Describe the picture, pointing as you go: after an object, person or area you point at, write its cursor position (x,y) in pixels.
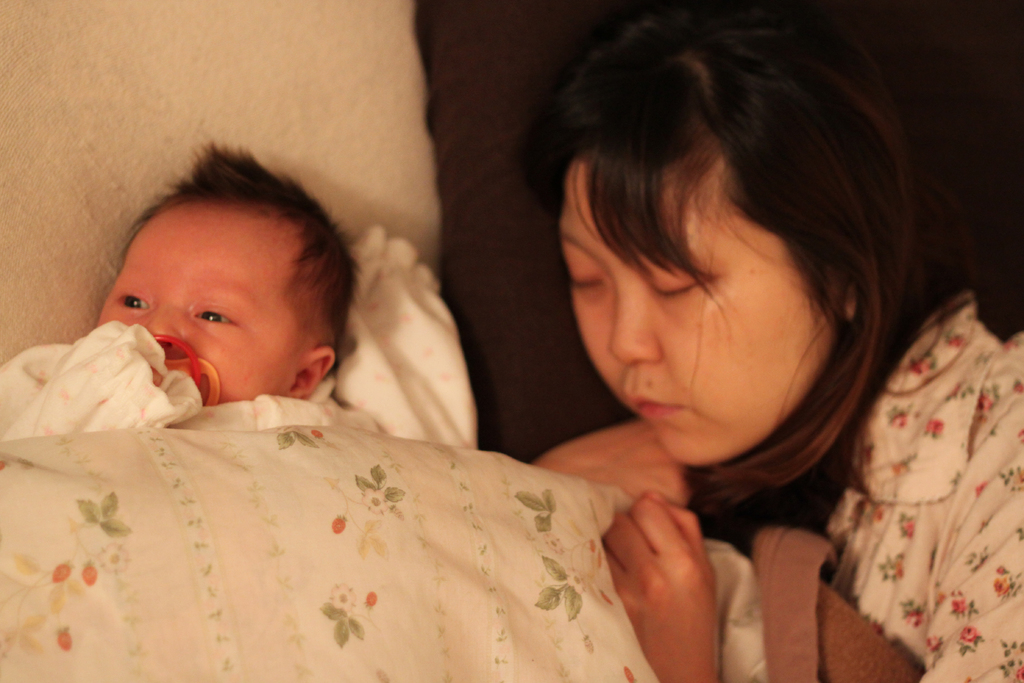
In this picture there is a woman (1000,398) who is lying on the bed (504,430). On the bed (385,470) I can see the blanket (394,505), baby boy (398,315) and cloth (36,371). At the top (492,75) I can see the pillows (388,88).
